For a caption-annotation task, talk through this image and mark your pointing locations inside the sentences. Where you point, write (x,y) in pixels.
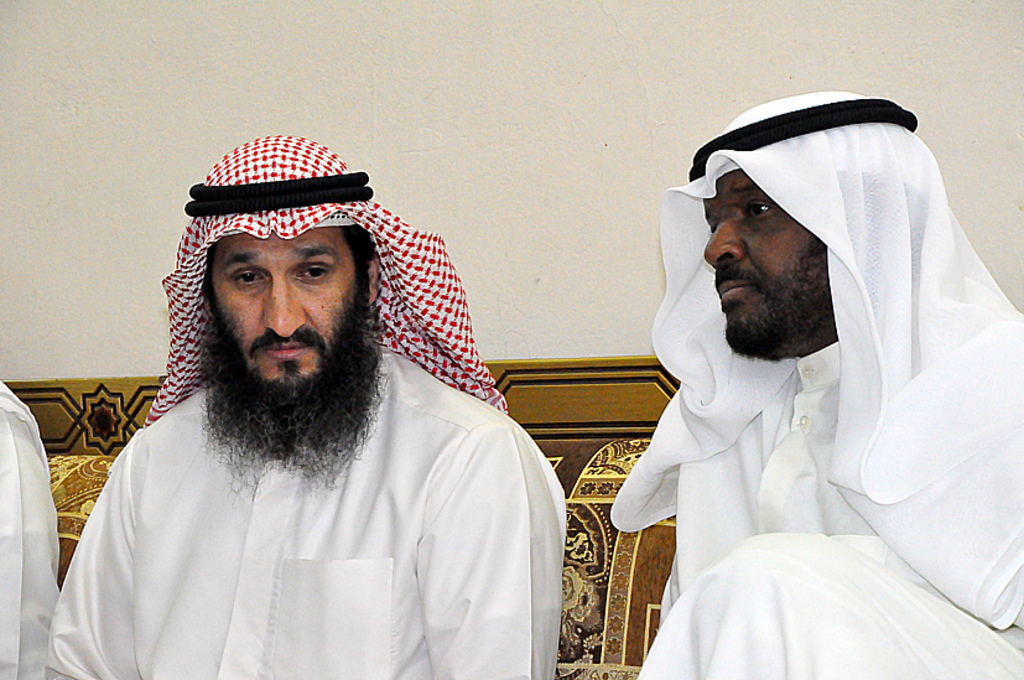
In this image we can see some persons (533,558). In the background of the image (549,352) there is a wall (569,210) and other objects (573,470).
